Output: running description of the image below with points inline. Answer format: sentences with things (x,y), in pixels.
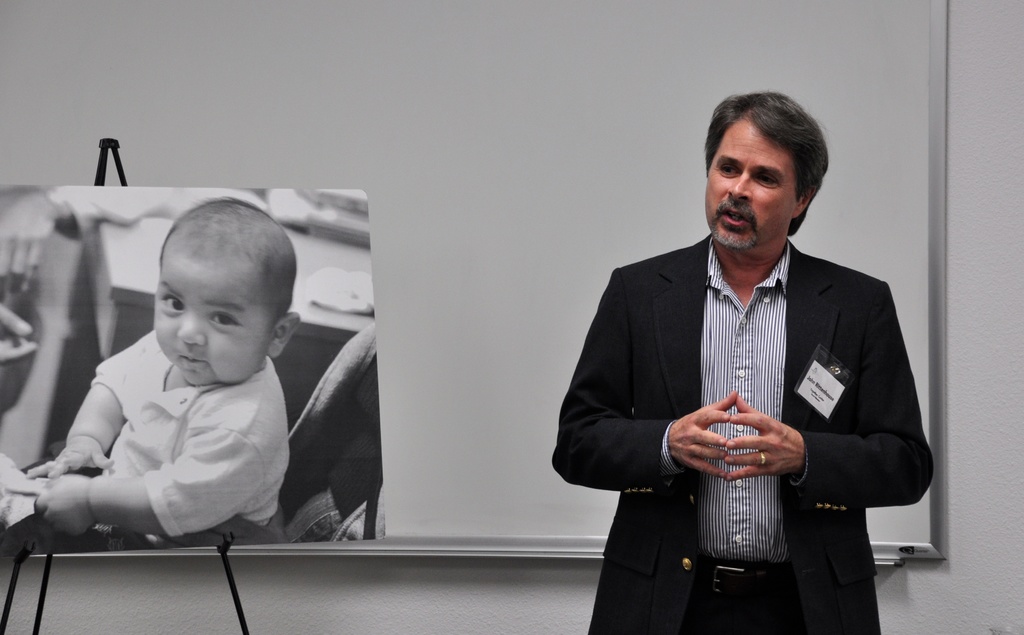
In this image we can see a man (708,345) standing. We can also see a black and white picture (229,522) of a child (183,508) with a stand (47,555). On the backside (542,344) we can see a board (556,350) on a wall (263,610).
